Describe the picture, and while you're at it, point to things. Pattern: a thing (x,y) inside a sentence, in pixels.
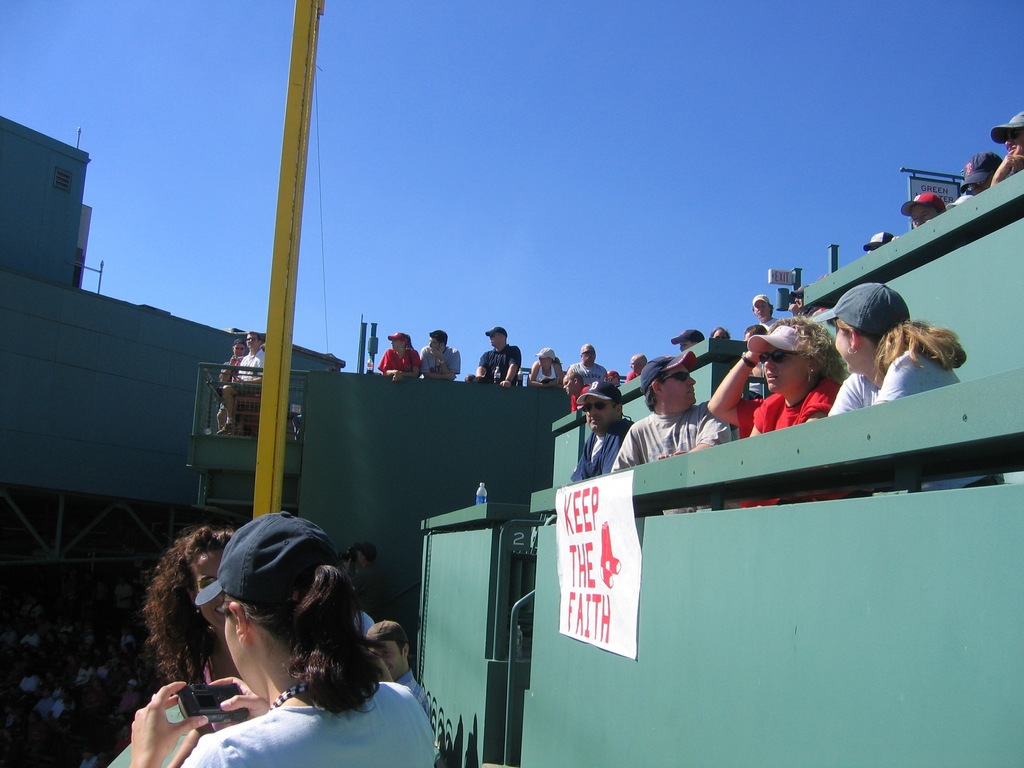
In this image, there are a few people (595,394). We can see a yellow colored pole (299,8) with a wire (325,336). We can also see the wall (449,396). We can see a poster (562,544) and a bottle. We can see some boards (934,187) and the sky (623,365).
